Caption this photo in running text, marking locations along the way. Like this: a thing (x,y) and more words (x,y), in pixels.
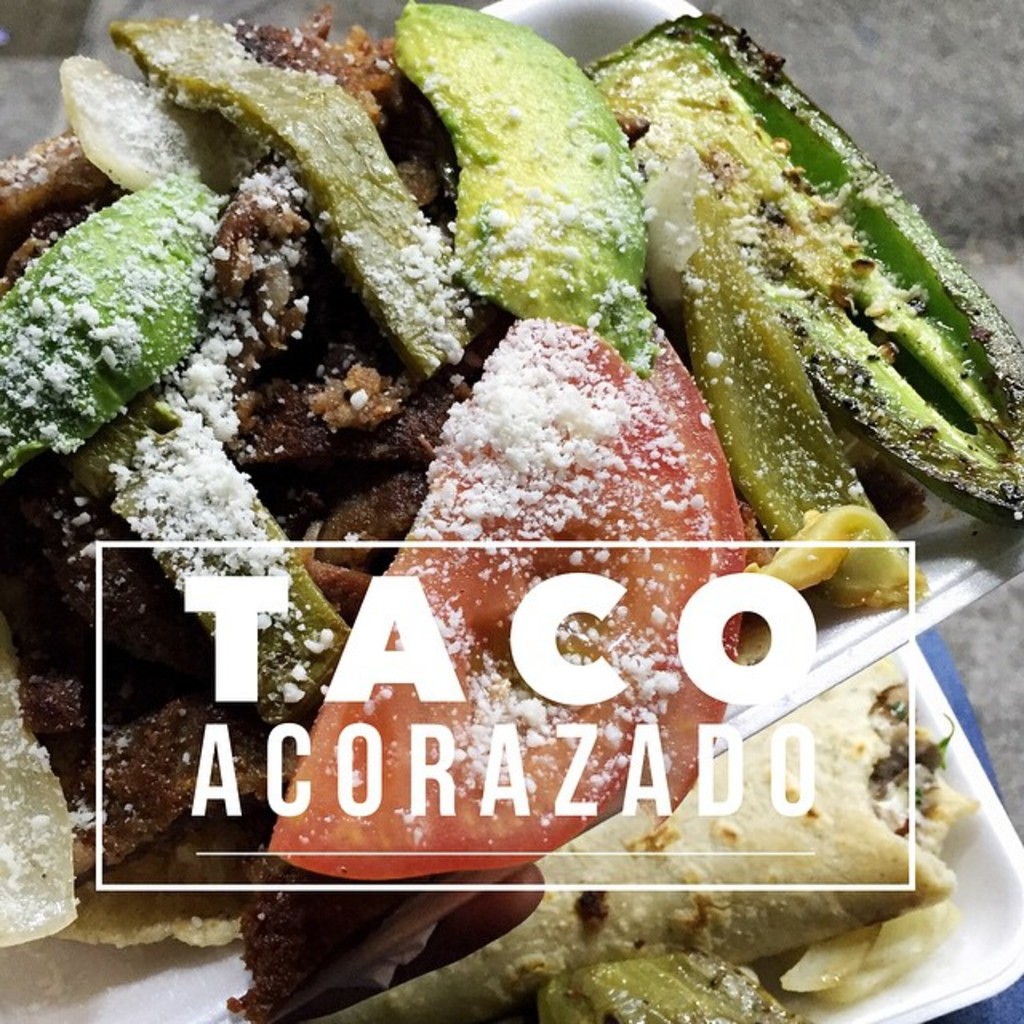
There are some food items (418,440) on tray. On the image something is written.
